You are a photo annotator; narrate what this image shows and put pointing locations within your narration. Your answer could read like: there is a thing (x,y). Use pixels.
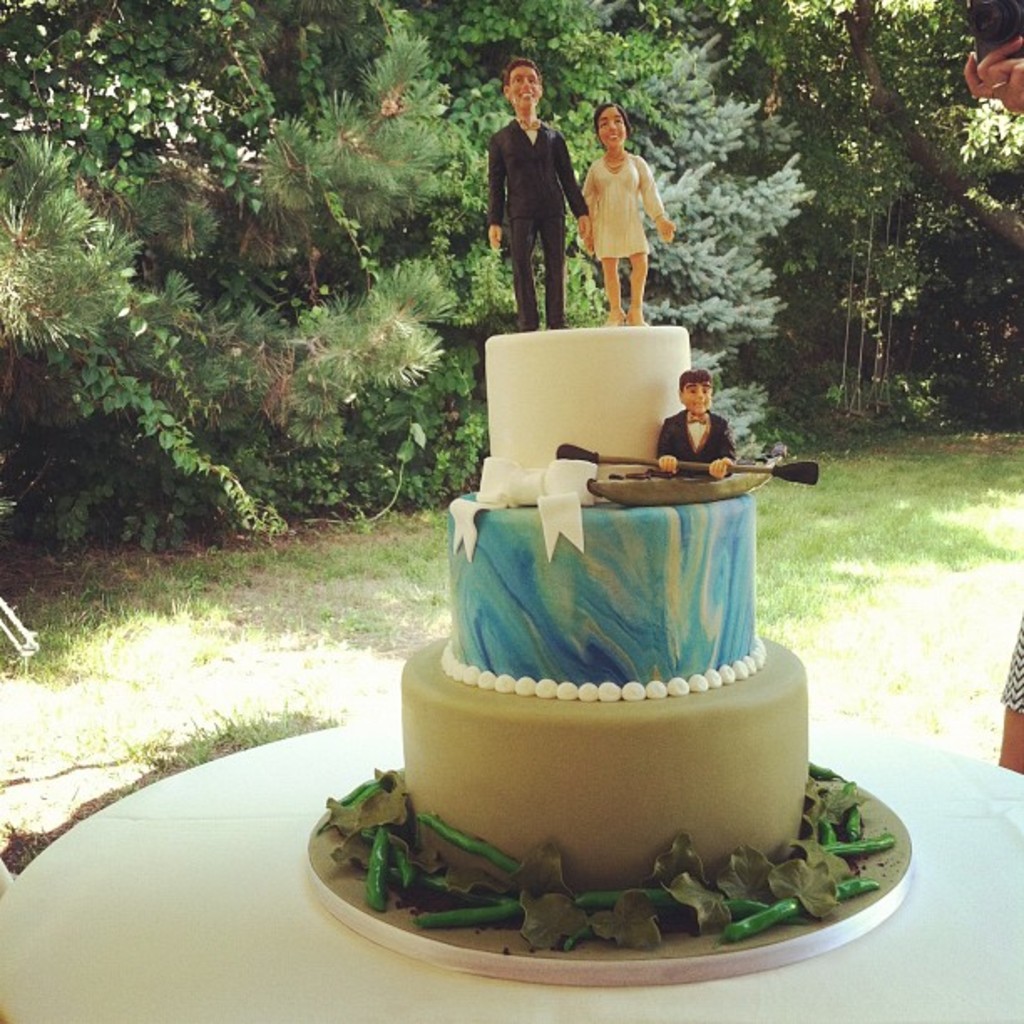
In this picture we can see cake (644,768) with statues (532,186) on the table (224,873). In the background of the image (957,214) we can see trees (226,262) and grass (830,480).
